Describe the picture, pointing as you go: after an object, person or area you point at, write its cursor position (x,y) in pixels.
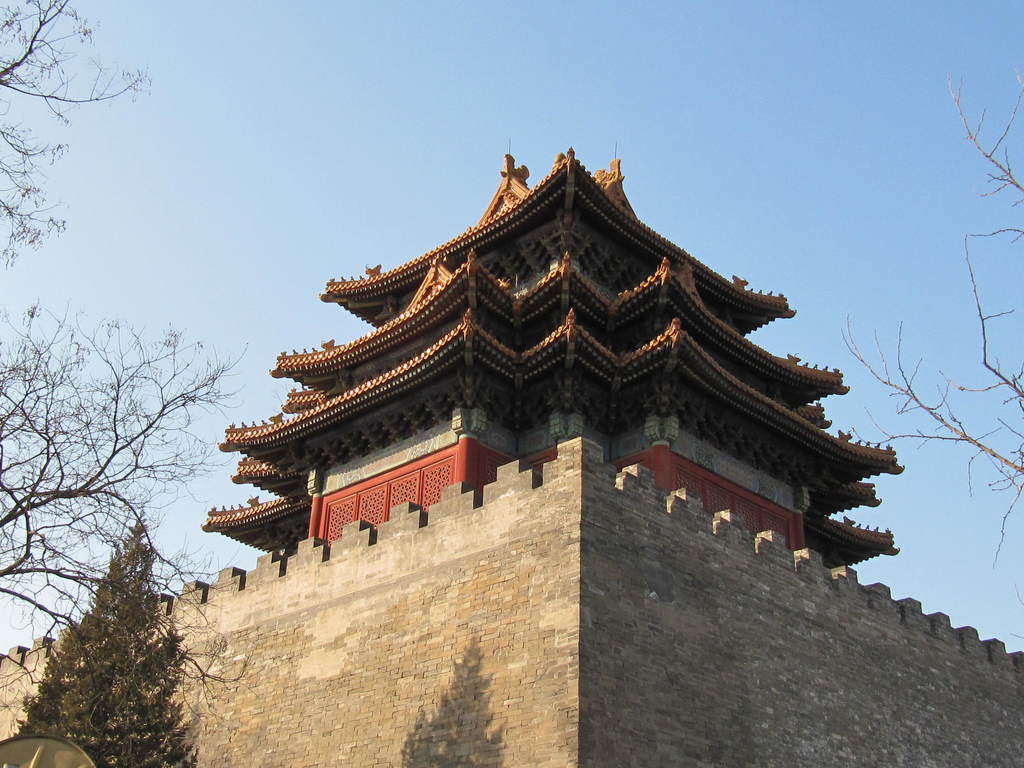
This is an outside view. At the bottom (462,699) there is a wall (571,686). In the middle of the image (522,380) there is building (648,356). On the right (998,325) and left side of the image (57,407) I can see the trees (99,685). At the top of the image (381,83) I can see the sky (212,170).
